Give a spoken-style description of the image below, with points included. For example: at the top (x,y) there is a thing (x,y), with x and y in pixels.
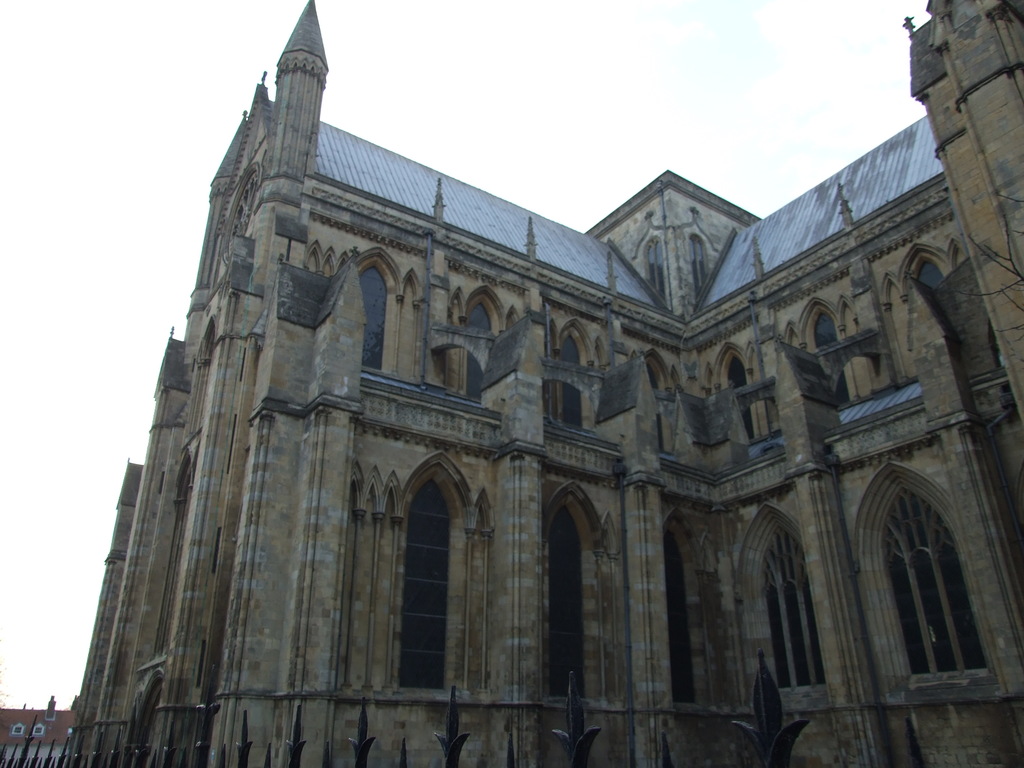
In this picture we can see an architecture (487,470). At the top (336,85) there is a sky (270,54).
